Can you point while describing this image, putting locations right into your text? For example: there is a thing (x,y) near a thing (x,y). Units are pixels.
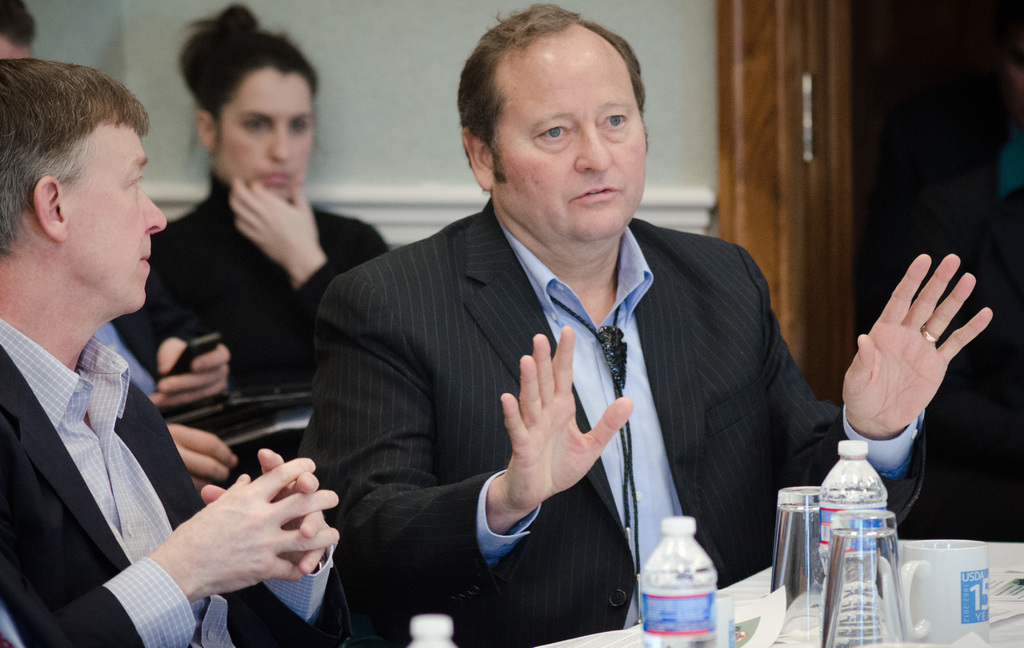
In this image there are two persons (361,396) sitting on chairs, in front of them there are glasses (871,561), a bottle (833,571) of water (825,569) and a cup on the table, behind them there is a woman (312,277), beside the man (616,302) there is an open door (840,142).
